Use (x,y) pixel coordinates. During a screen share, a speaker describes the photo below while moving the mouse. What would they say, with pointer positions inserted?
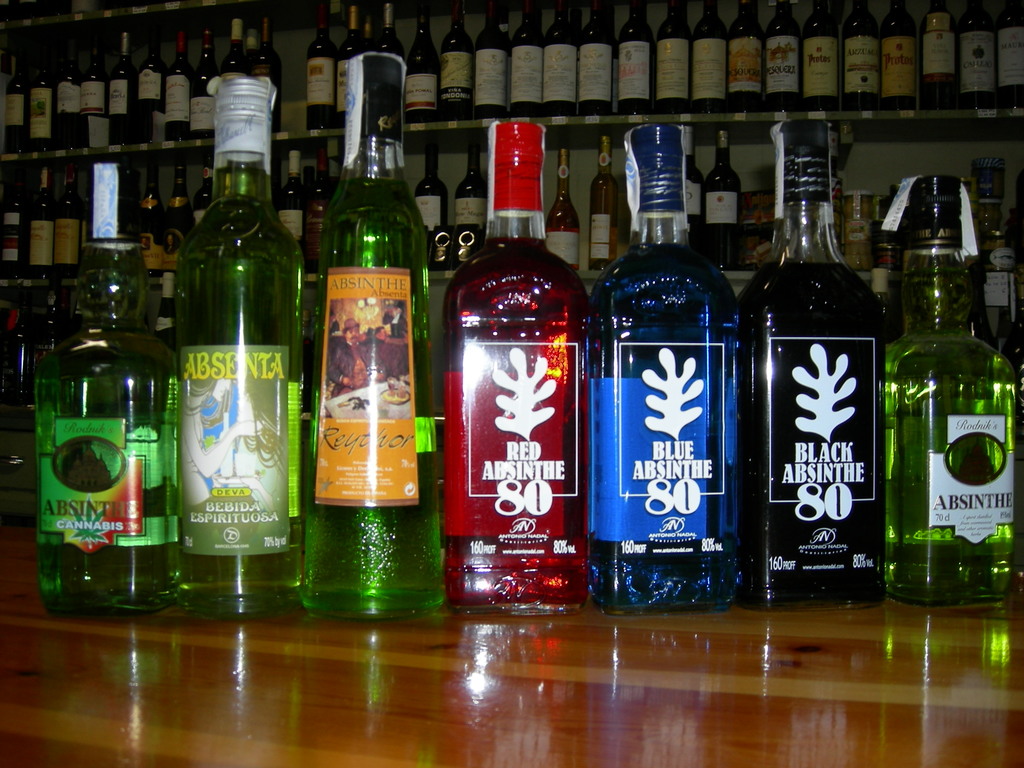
In this picture there are group of bottle (499,426) on a wooden table (427,667). Background of this bottles (451,407) is a shelf (572,130) filled with so many wine bottles (643,106).
